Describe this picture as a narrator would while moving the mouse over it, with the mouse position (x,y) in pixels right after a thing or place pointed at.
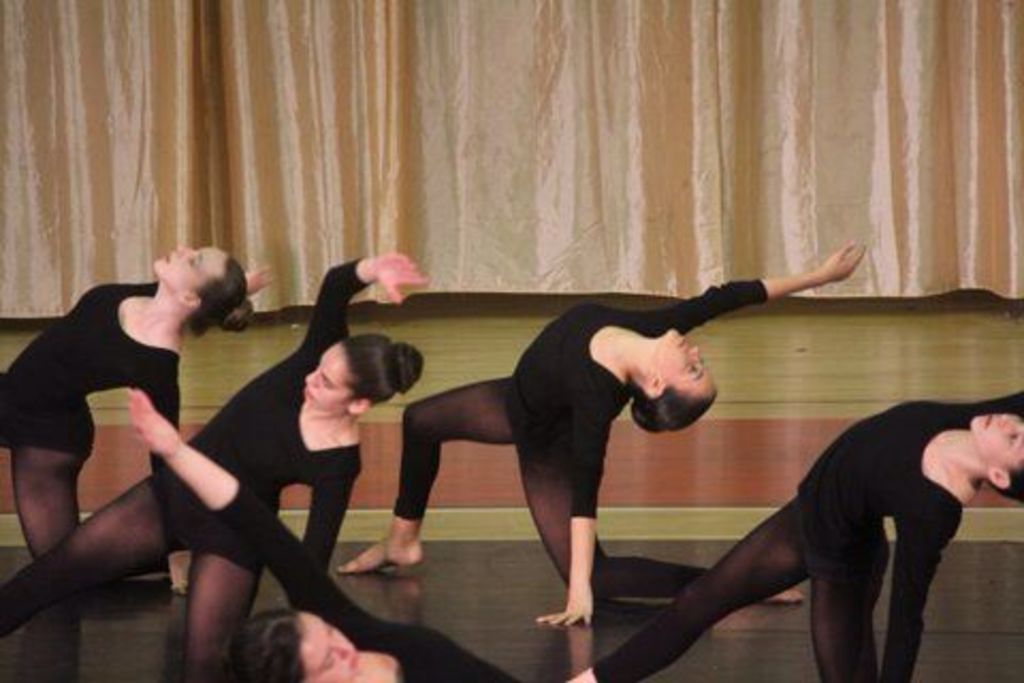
In this picture, we see five women (213,426) are practicing the yoga. At the bottom (763,649), we see the floor (738,623) in black, green and red color. In the background (616,138), we see a curtain (351,146) and a sheet (664,200) in gold color.
